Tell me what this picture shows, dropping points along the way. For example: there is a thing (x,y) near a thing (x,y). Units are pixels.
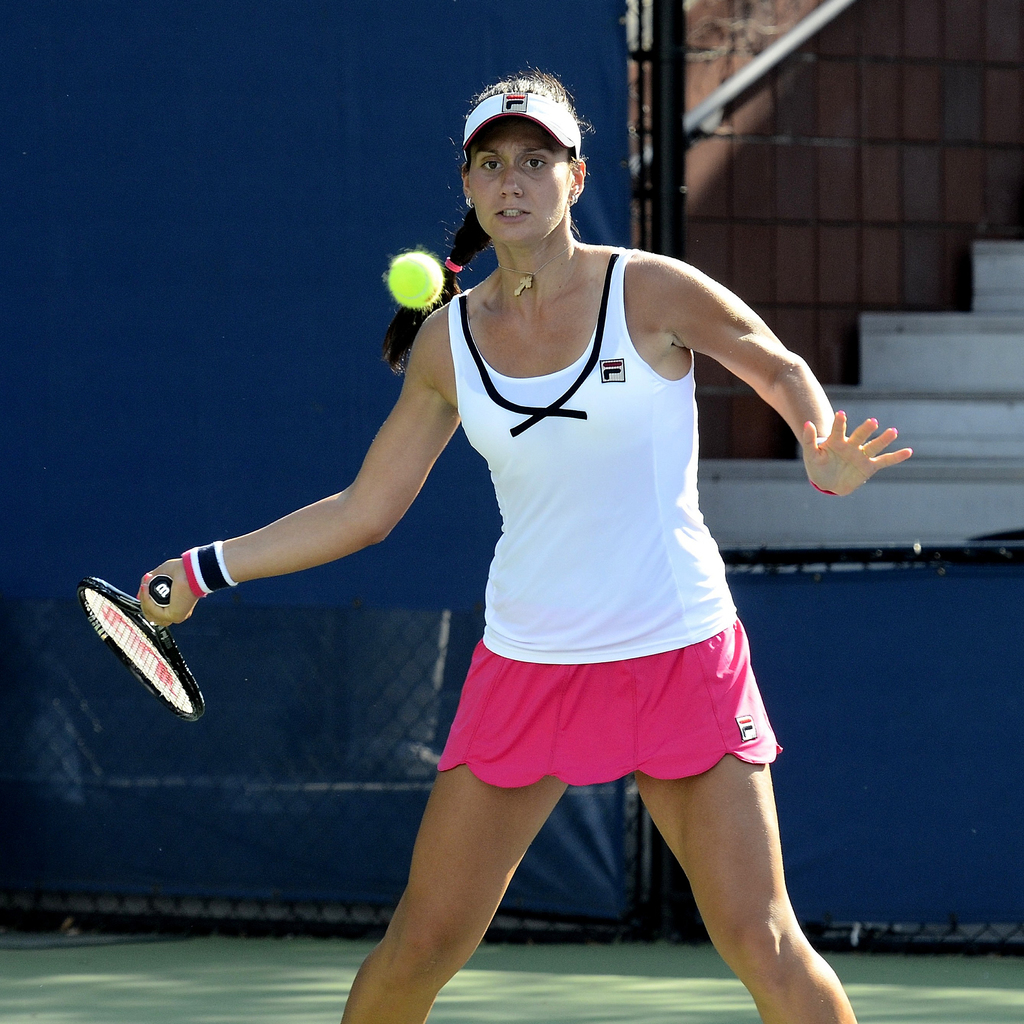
In this image I see a woman (400,443) and she is holding a racket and there is a ball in front of her and she is standing. In the background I can see stairs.
